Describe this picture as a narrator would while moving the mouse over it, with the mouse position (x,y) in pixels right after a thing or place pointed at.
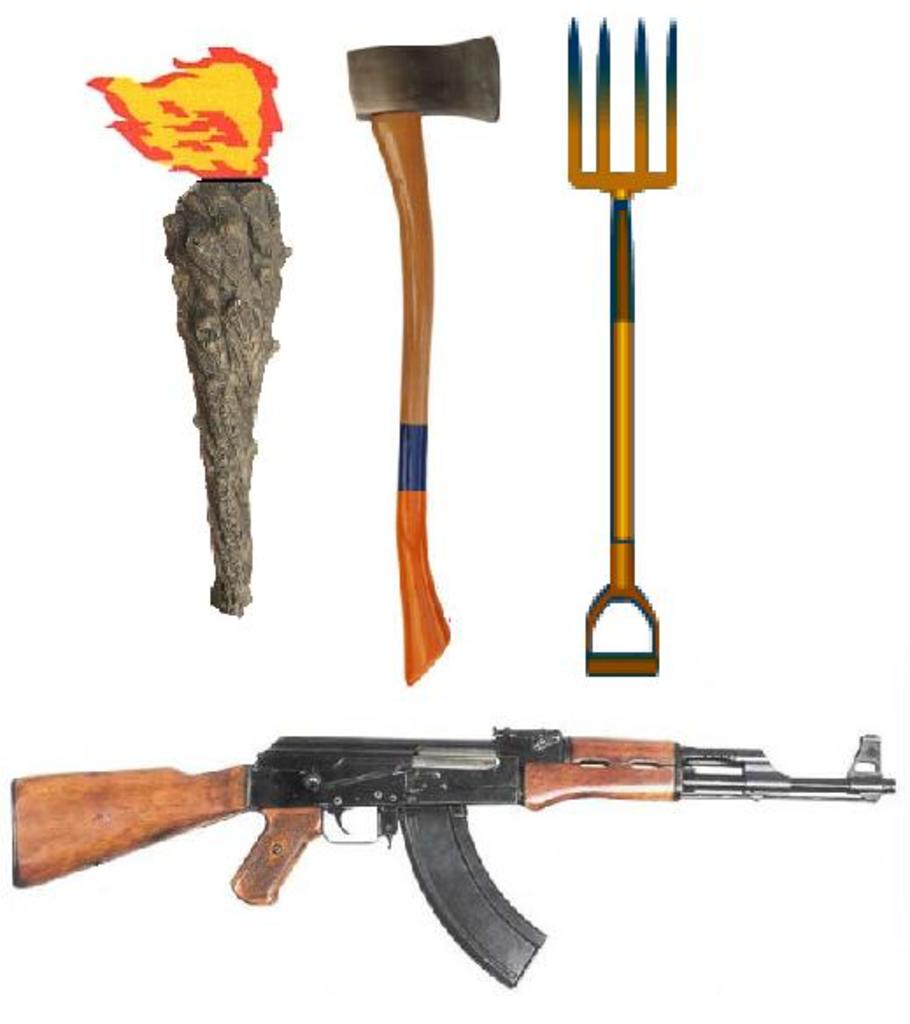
In this picture we can see a gun (395,807), axe (439,88) and some other things (233,272).
